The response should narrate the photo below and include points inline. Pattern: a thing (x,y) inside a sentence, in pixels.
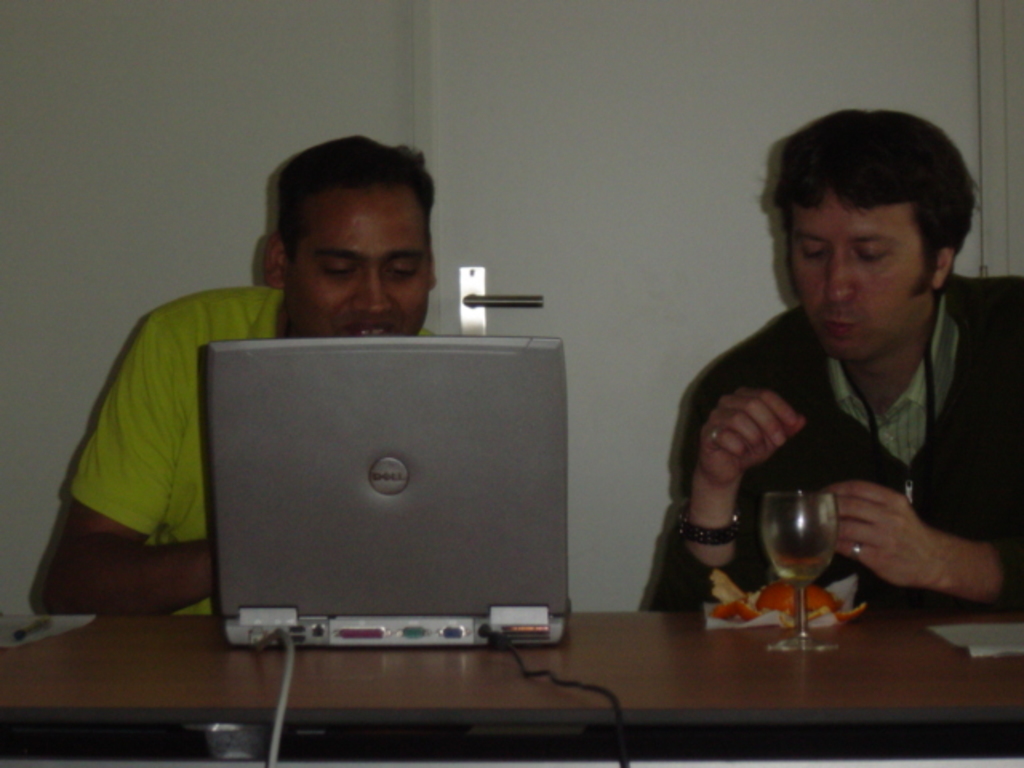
The person (168,391) wearing a green T-shirt (169,392) is operating a dell laptop (334,442) which is placed on the table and the person (844,443) wearing black jacket (831,455) is eating oranges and there is glass (806,529) in front of him and background (583,329) there is a door (587,313) which is locked.
